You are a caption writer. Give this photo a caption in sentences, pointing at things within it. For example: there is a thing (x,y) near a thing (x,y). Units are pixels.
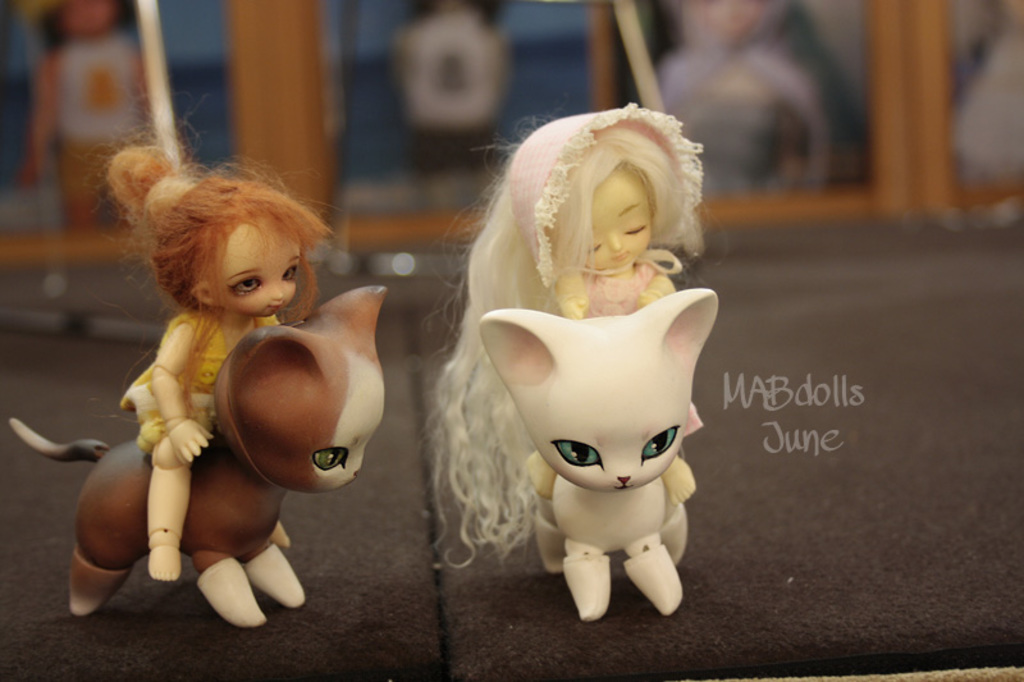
We can see toys (515,491) on the surface (761,651) and we can see text (775,384). In the background (791,63) it is blur.
